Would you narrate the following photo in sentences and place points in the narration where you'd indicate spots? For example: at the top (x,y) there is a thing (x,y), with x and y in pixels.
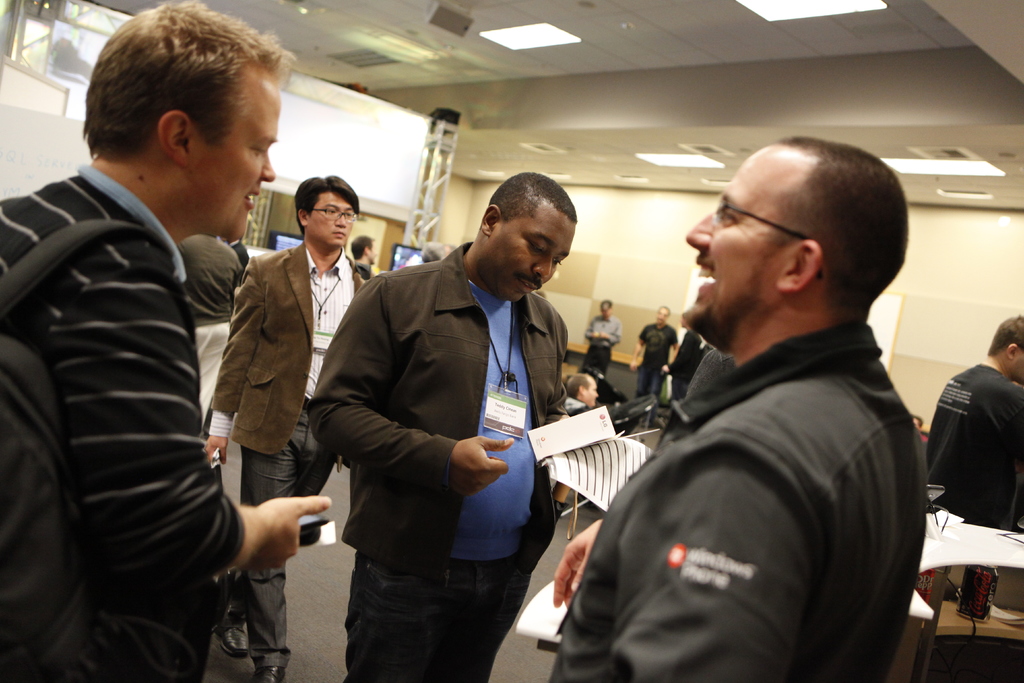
In this image there is a person (423,510) holding the papers (608,439). Before him there is a person (746,411) wearing spectacles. Left side (45,401) there is a person (89,385) carrying a bag (60,450) and he is holding an object (320,536). There are people (514,384) on the floor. Few people (593,397) are sitting on the chairs (652,406). Right side (969,536) there is a table (956,540) having few objects (961,583). Middle of the image (404,262) there are screens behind the people (836,156). Top of the image (712,139) there are lights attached to the roof (648,124).
